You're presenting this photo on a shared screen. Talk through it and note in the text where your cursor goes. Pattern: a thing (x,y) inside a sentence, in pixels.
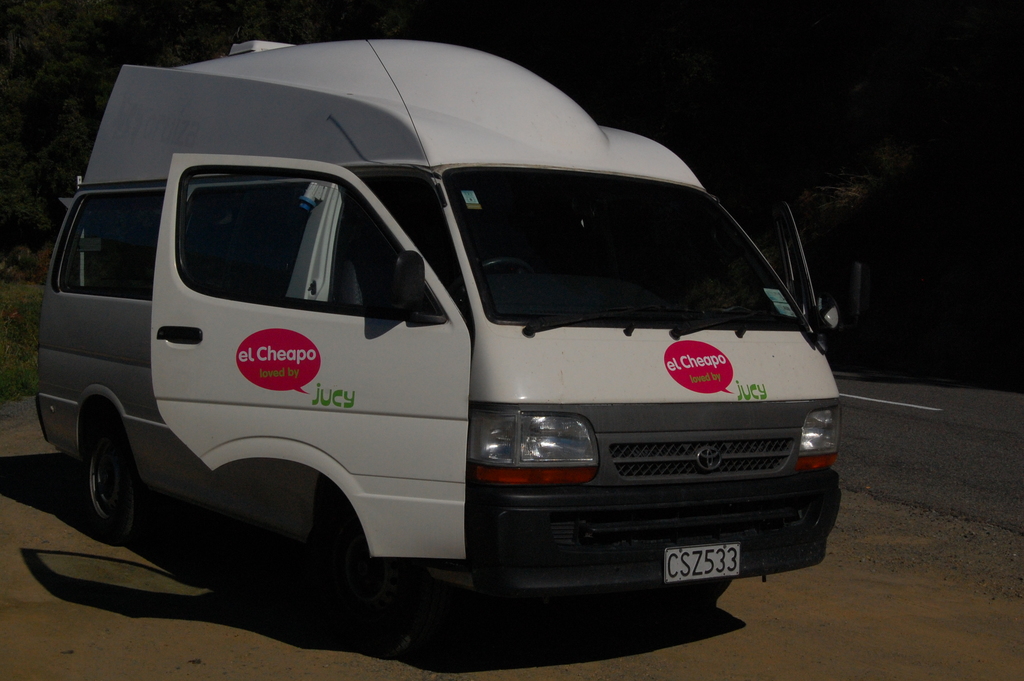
In the foreground of the picture (465,193) we can see a vehicle (432,422). On the left (18,314) there are plants (41,266). In the background (856,90) there are trees (792,77). On the right (936,446) it is road (949,444).
